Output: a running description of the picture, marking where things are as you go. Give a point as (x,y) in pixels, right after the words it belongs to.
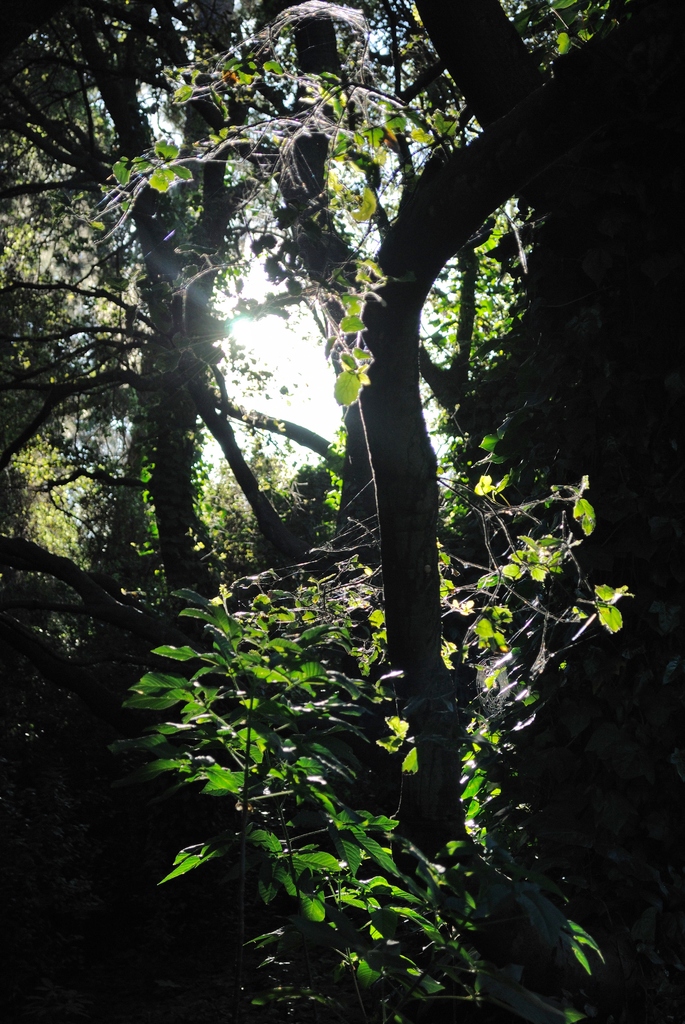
In this image we can see some plants (271,782), trees (107,499) and the sky (272,382).
